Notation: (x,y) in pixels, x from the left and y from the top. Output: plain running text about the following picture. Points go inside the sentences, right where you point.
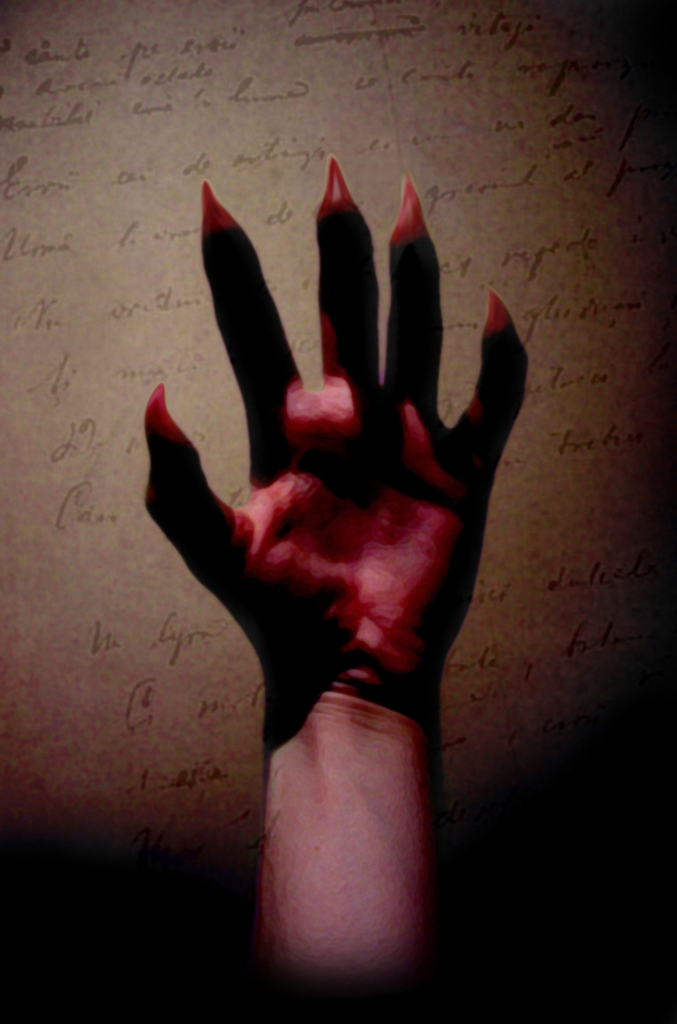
In the picture I can see the hand (234,345) of a person (428,292) in the middle of the image (243,553). In the background (160,125), I can see the text (526,65) on a paper (569,181).
